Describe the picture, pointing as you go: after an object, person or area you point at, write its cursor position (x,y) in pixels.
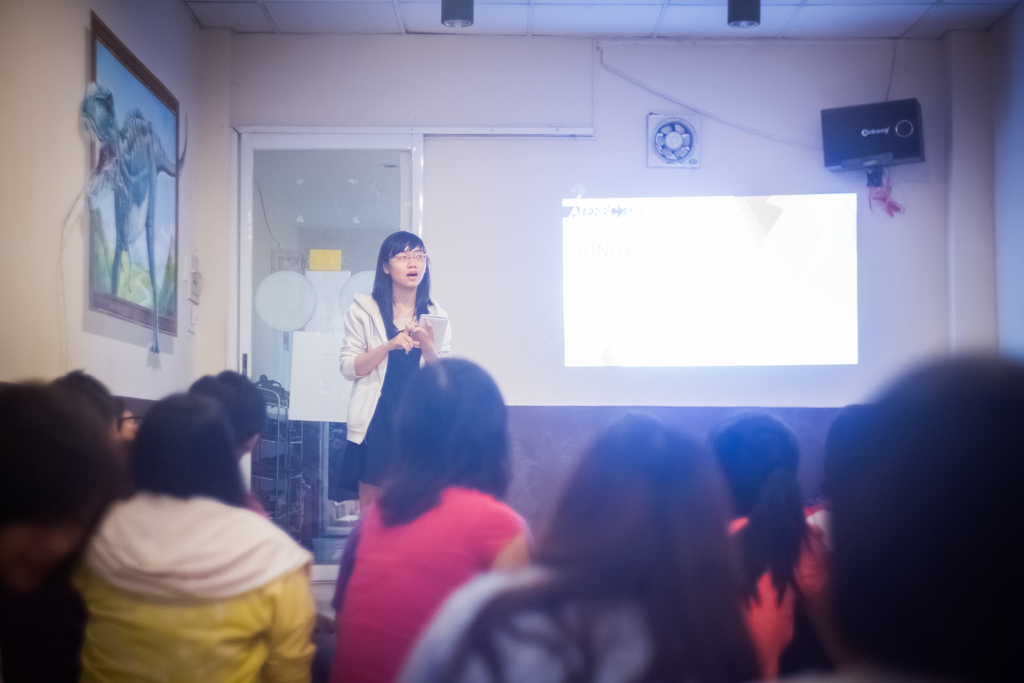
In this picture I can observe a woman (383,351) standing on the floor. In front of her there are some women (392,541) sitting. On the wall (504,258) I can observe a projector display (675,246). In the background (283,219) there is a door (301,312).
